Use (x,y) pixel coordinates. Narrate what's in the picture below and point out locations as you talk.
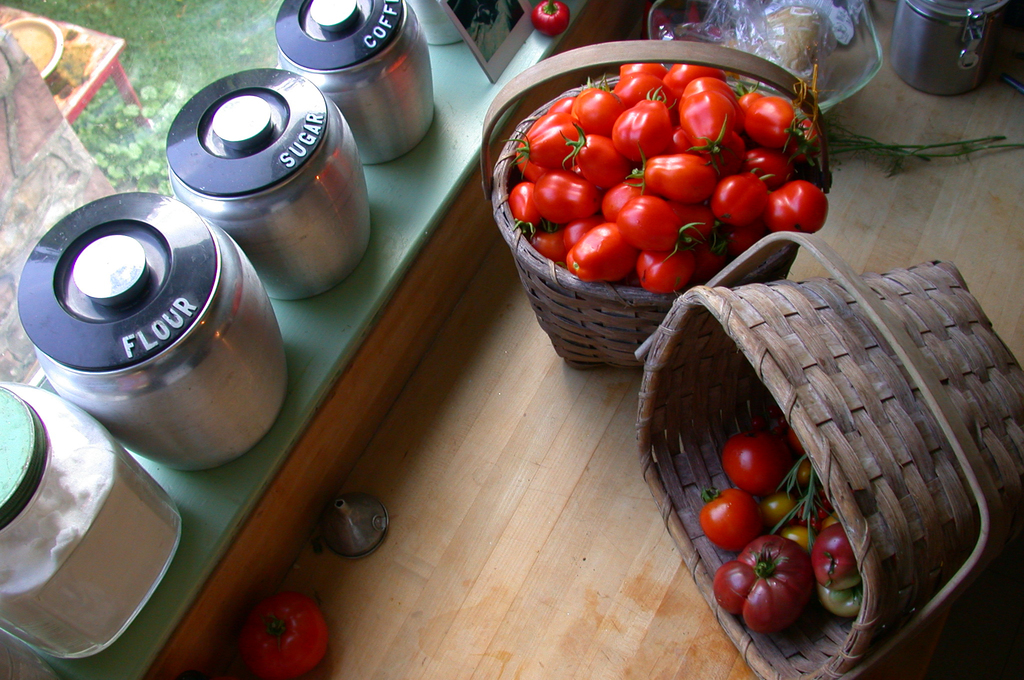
In this image I can see two baskets (648,418) on which I can see vegetables (613,135), beside the basket (702,360) I can see there are four containers (62,428) kept on the wall (330,299), there is another dish (682,16), steel container (941,51), vegetable (550,33), frame (507,30), visible at the top (480,30), at the bottom (355,536) I can see vegetable (253,637), other object (358,519) kept on countertop (339,609), in the top left (43,54) there is a table (62,69), on which I can see a bowl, leaves (104,96), wall (37,115) visible.
